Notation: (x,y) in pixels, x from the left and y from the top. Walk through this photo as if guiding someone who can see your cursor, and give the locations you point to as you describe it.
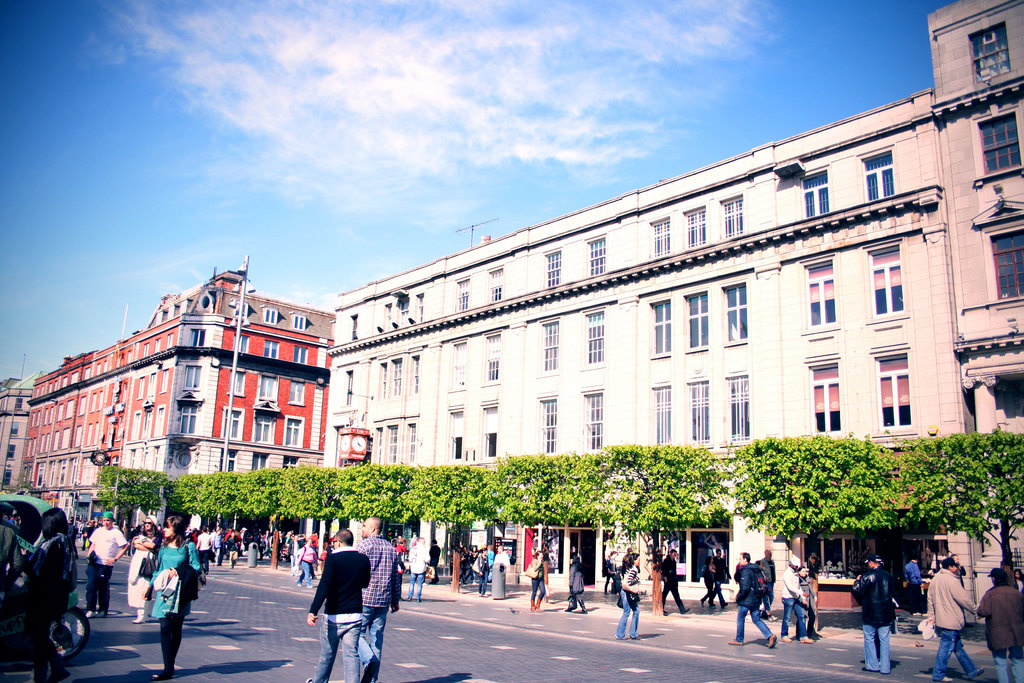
These are the buildings (284,393) with windows (191,386). I can see groups of people (542,573) walking. These are the trees (653,471). This looks like a clock tower (348,460). At the left side of the image (52,506), I think this is a vehicle (81,623). These are the clouds (487,110) in the sky (184,161).
